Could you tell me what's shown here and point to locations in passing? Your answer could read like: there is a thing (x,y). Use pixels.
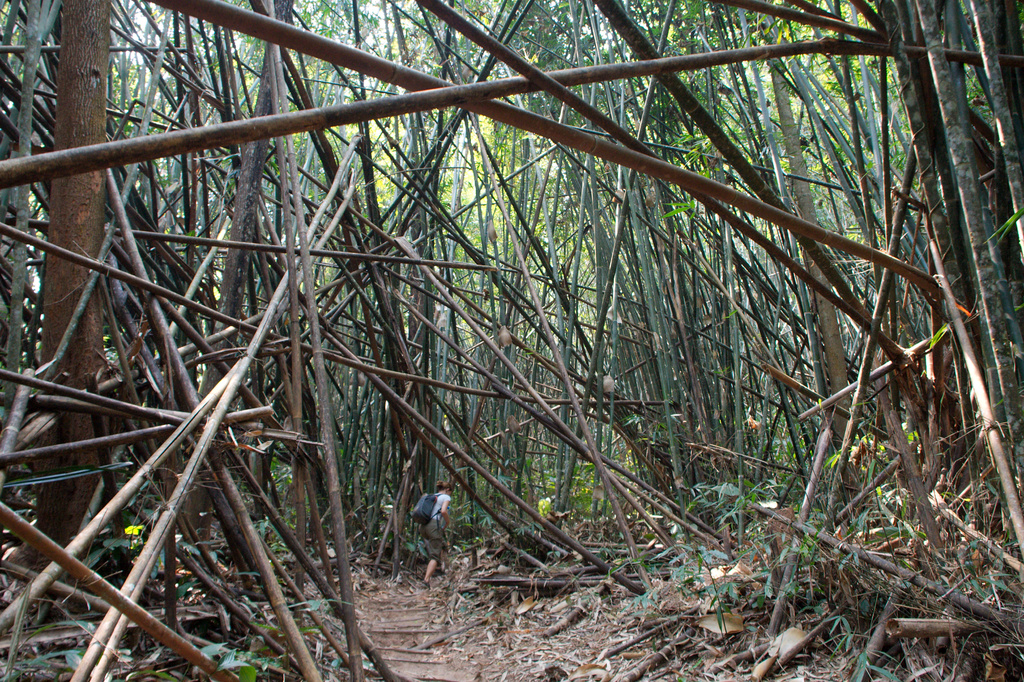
As we can see in the image there are dry bamboo sticks (252,339), dry grass (717,666) and a woman (437,529) wearing blue color bag (432,510). In the background (407,151) there are trees (414,130).
